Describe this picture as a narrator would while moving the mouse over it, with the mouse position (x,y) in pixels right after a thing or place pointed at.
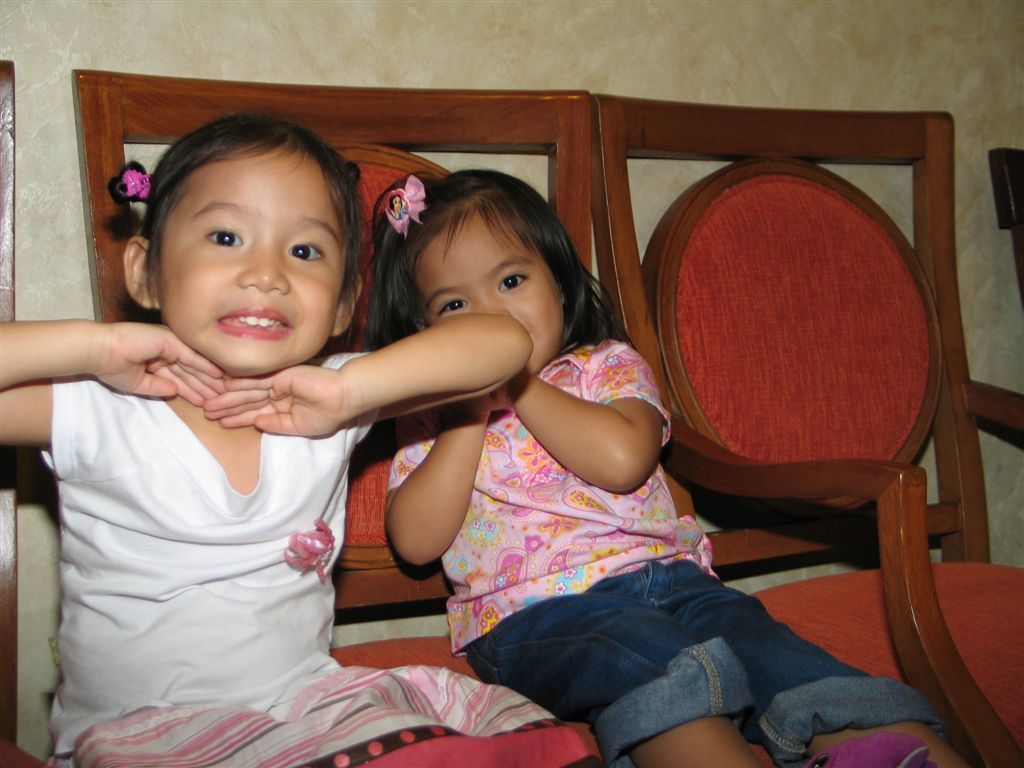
In this image i can see 2 girls (423,440) sitting on a chair (343,594), the girl (310,581) on the left side (282,598) is wearing a white dress (207,569) and the girl (563,508) on the right side (701,603) is wearing a pink shirt (536,525) and blue jeans (603,580). In the background (571,36) i can see the wall (604,53).
